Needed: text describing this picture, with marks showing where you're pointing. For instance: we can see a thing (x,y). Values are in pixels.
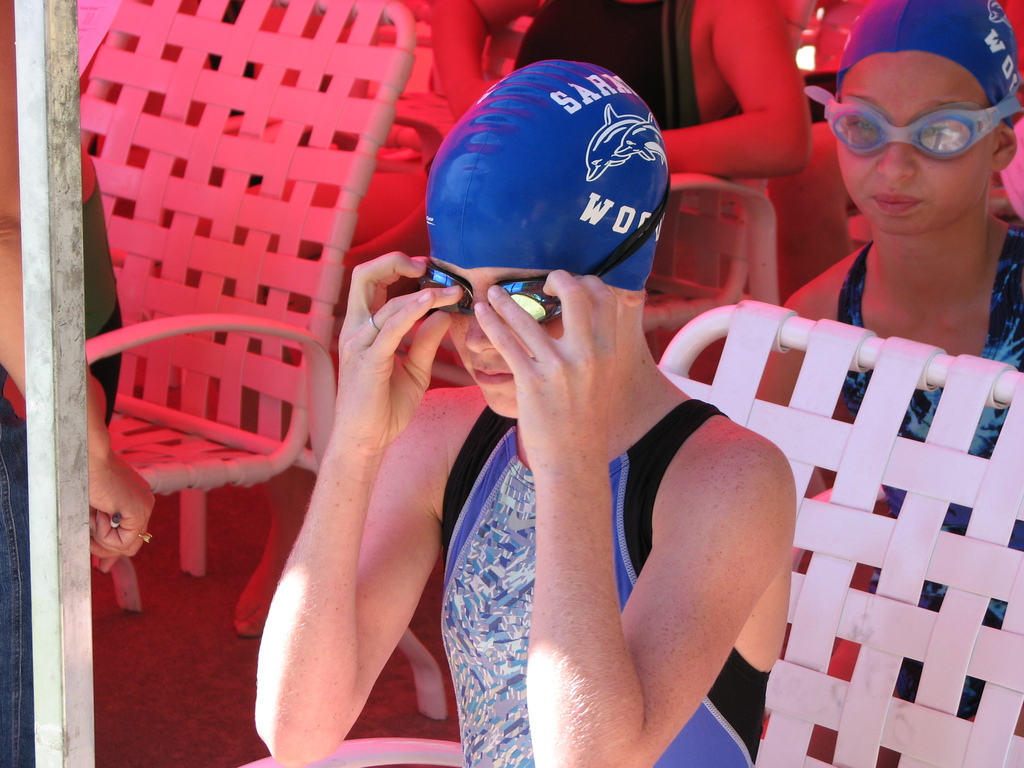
In this picture we can see there are three persons (703,94) sitting on chairs (117,343). On the left side of the image (56,625), there is a pole (40,509) and a person (2,445) is standing.
